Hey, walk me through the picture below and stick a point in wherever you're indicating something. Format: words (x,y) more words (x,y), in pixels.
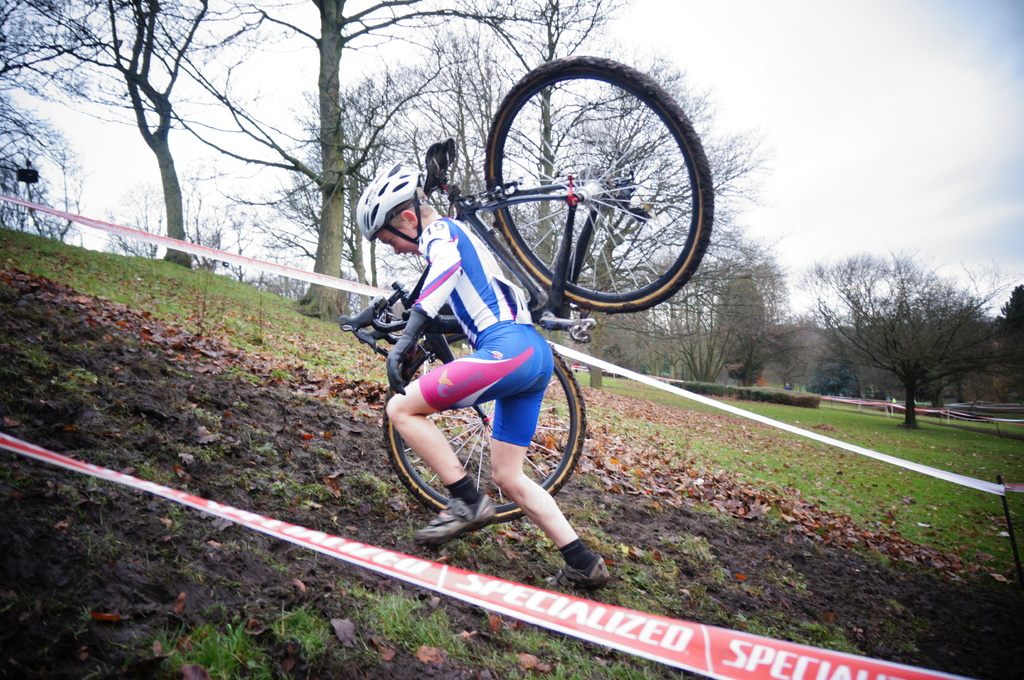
In this picture we can see a man (481,375) is carrying bicycle (444,318), beside him we can see ribbons (877,456), in the background (168,131) we can see grass (871,444), few trees (716,361) and clouds (822,148).
